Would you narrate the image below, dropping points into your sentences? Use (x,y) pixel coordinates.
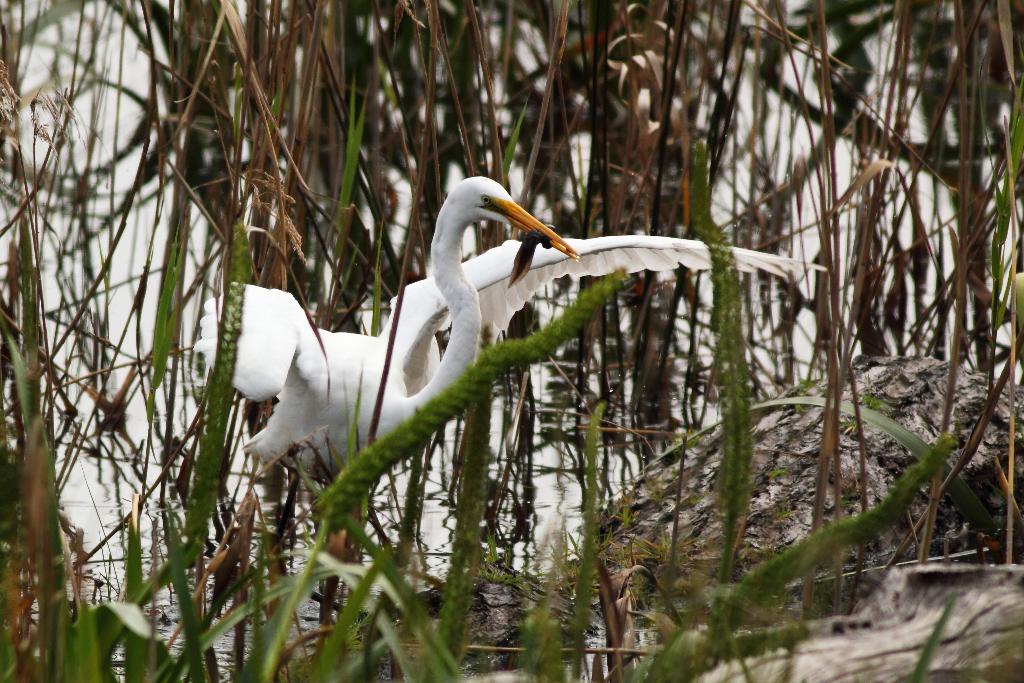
In this picture we can see some plants (578,112), there is an egret (290,397) in the middle (373,397), at the bottom (540,475) we can see water (547,463).
